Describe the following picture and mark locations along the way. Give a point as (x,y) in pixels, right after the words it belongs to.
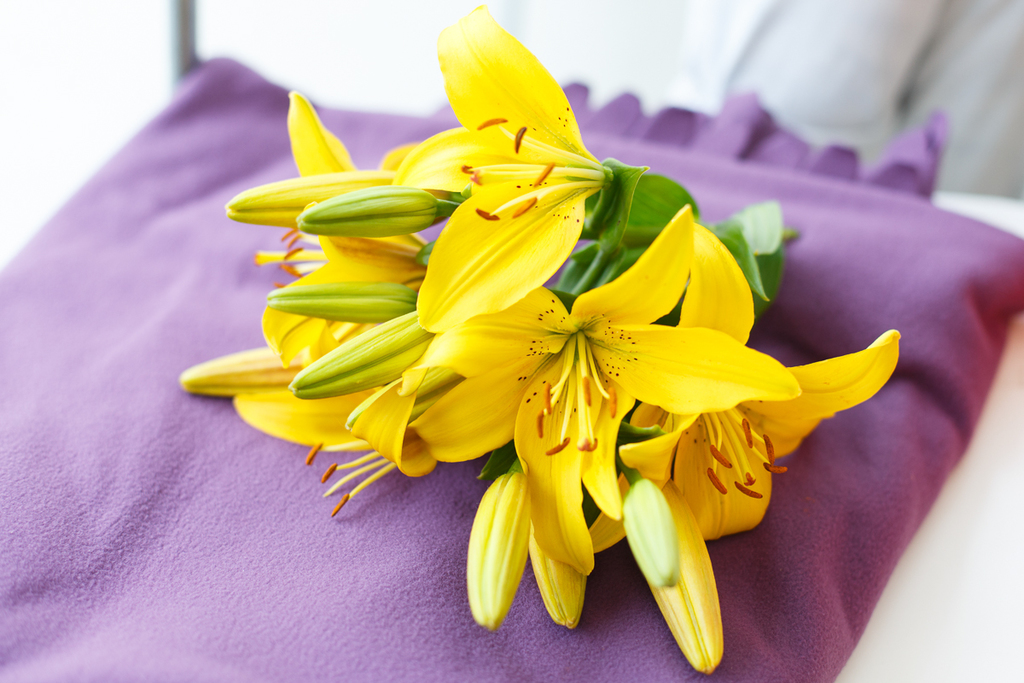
In the center of the image (554,334), we can see flowers (455,286), leaves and buds (381,222) on the cloth (815,487) and at the bottom (953,543), there is table (946,528).
